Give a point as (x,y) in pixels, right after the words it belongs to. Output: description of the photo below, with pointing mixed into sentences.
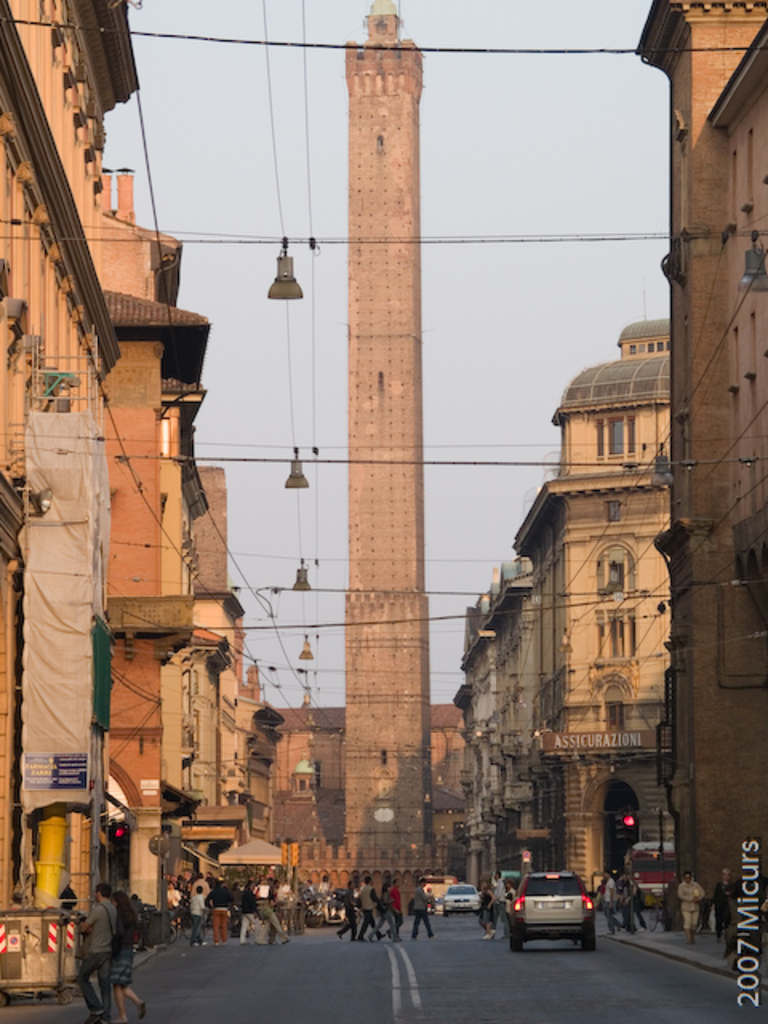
In the center of the image (387,603) there is a tower (381,632). To the both sides of the image there are buildings (715,796). At the bottom of the image (412,924) there is road (627,967). There are people (119,968) walking. There are cars (534,911).
